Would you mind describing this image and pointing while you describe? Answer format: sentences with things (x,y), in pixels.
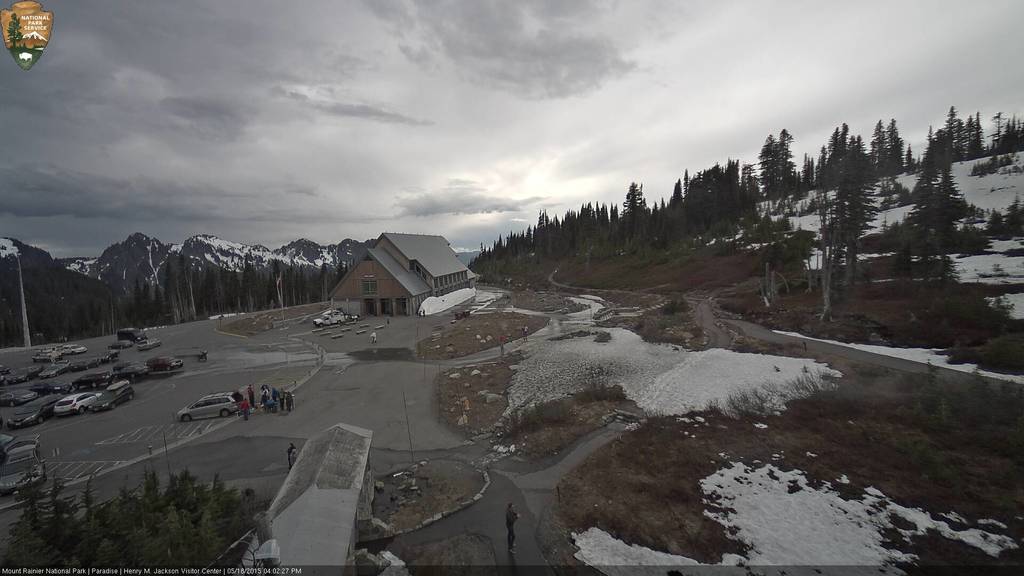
In the picture we can see a surface (542,468) on the hill (637,440) with some part of road (194,444) and some part of grass surface (843,334) with snow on it and we can see a house building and near it we can see a vehicle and on the road surface (63,435) we can see some vehicles (18,420) are parked and behind the house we can see a part of the hill slope (952,309) covered with trees (940,262), and snow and on another side we can see a hill (220,280) covered with trees (715,173) and behind it we can see mountains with some snow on it and in the background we can see the sky (422,146) with clouds (424,190).
